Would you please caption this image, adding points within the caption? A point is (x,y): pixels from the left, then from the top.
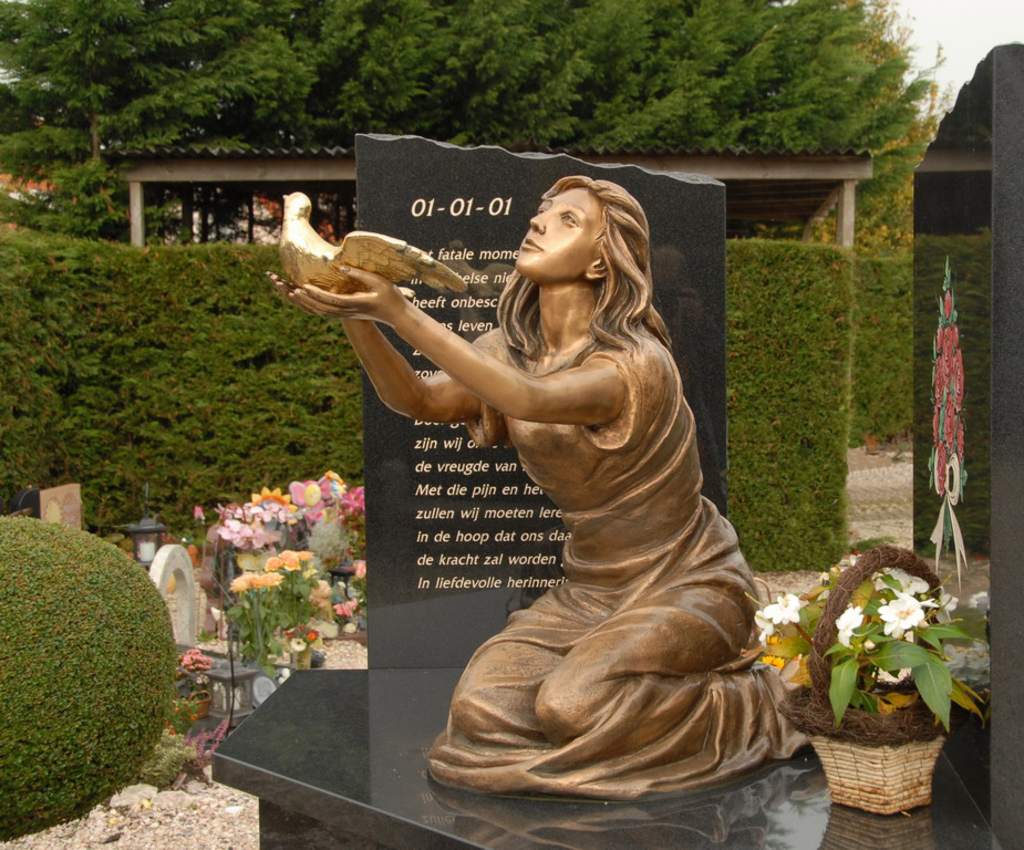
In the picture we can see the statue (587,682) of a woman (572,559) sitting on the ground (769,765) and holding a bird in her hands (355,307). Here we can see the flower basket (826,666), we can see the memorial stone (392,456), flowers (298,650), shrubs (23,631), house (178,171) and trees (910,212) in the background (177,56).
